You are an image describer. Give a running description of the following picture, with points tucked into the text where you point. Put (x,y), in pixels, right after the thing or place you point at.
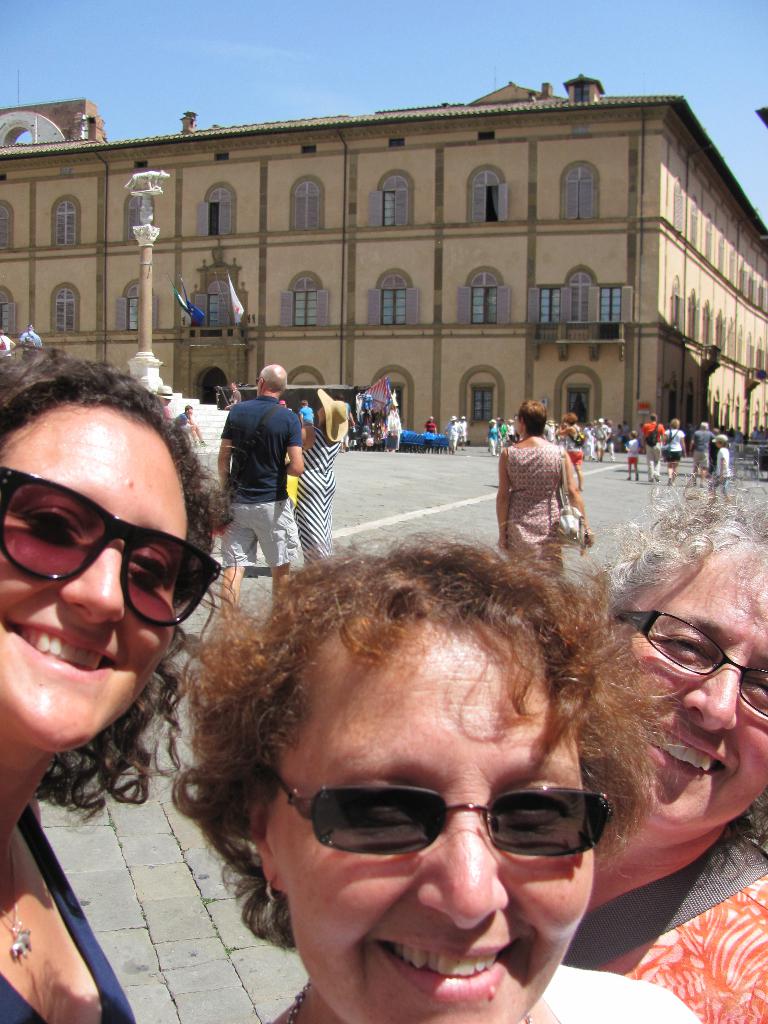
In the foreground of the image (671,551) there are ladies (471,562) smiling. In the background of the image (533,383) there is a building (606,374). There are many people (672,445) in the image. At the top of the image (355,14) there is sky (329,25).
